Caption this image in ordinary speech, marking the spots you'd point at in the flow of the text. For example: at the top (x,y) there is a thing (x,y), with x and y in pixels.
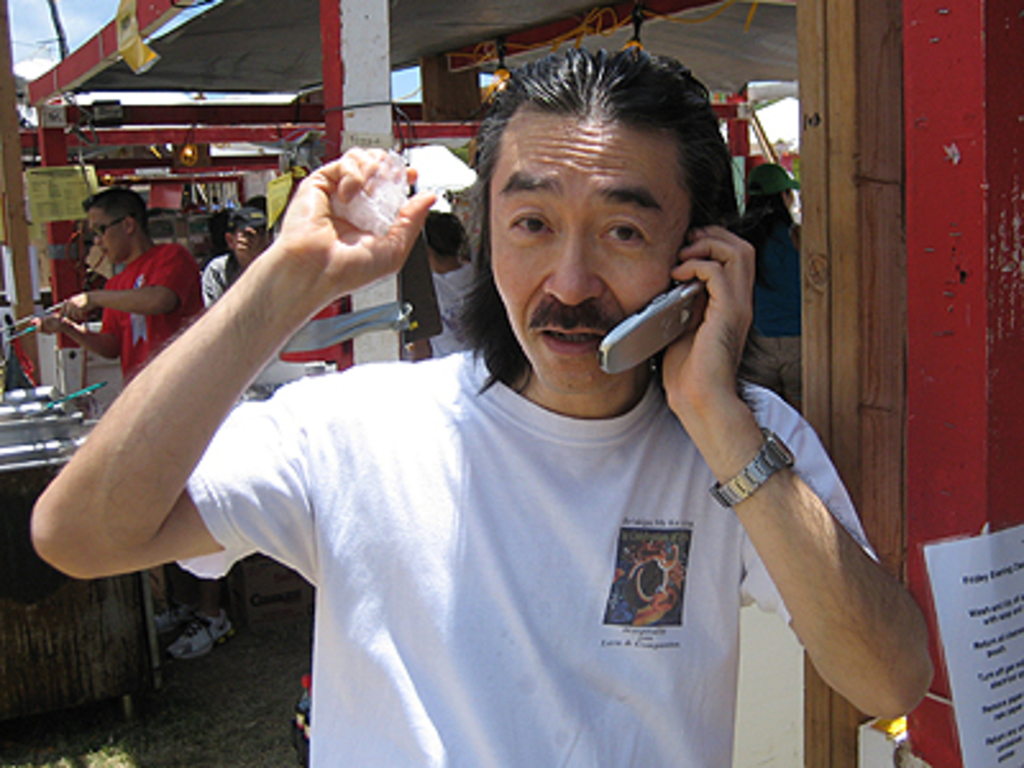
In this picture there is a person (378,765) standing and holding the cellphone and object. At the back (125,331) there are group of people (125,331) standing and there is a person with red t-shirt (152,336) is standing and holding the object (63,300) and there are objects (78,358) on the table (3,483) and there are boards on the wall (46,268). At the top (72,19) there is sky (89,24). At the bottom (269,666) there is grass (186,757). On the right side of the image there is a paper (997,553) on the wall (1000,507) and there is text (1010,565) on the paper (967,609).
